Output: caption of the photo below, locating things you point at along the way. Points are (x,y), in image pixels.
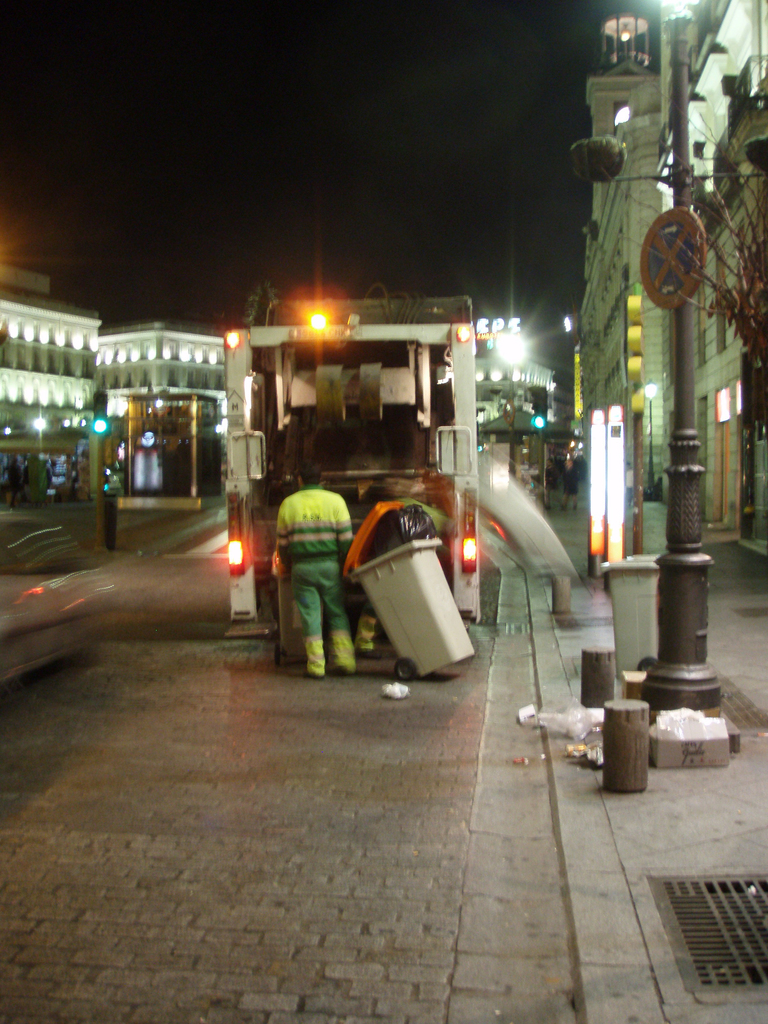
In this image there is a road (366,931), on that road (374,854) there is a man (308,654) standing, in front of the man (309,598) there is a van (457,473) and a dustbin (419,601) on either side of the roads (24,519) there are buildings (597,367) and poles (640,445).
